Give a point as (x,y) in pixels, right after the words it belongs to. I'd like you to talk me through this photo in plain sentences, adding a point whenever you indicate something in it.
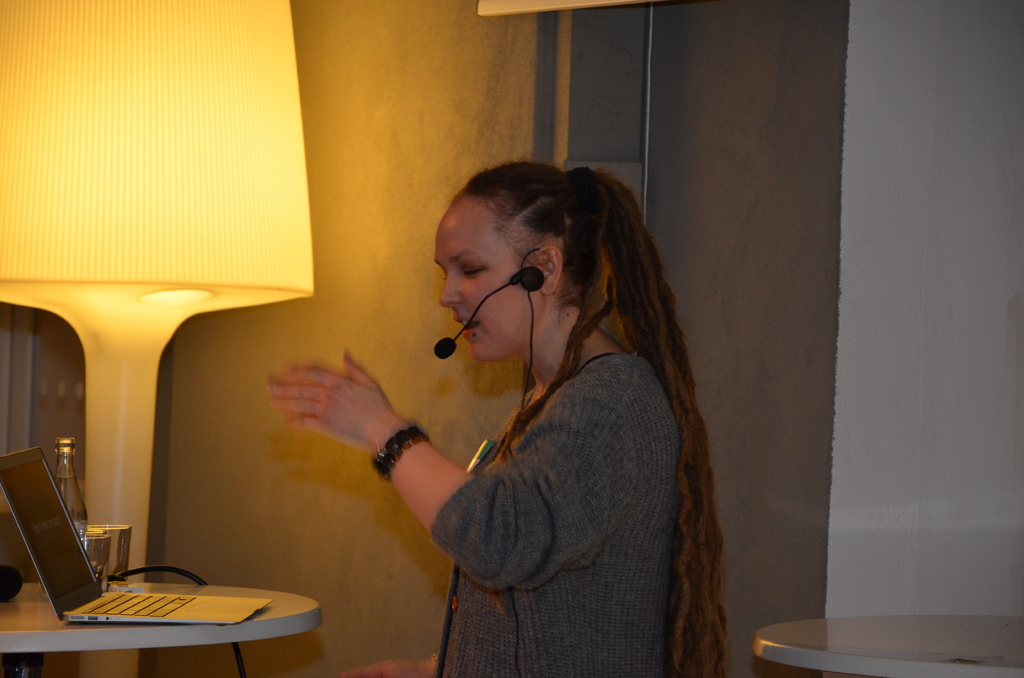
In this picture we can see a woman (515,503), mic (523,282) and in front of her we can see a laptop (68,530) bottle (76,507), glasses (113,554) on the table (238,589) and in the background (189,292) we can see the wall (322,210), lamp (257,259) and some objects (14,382).
